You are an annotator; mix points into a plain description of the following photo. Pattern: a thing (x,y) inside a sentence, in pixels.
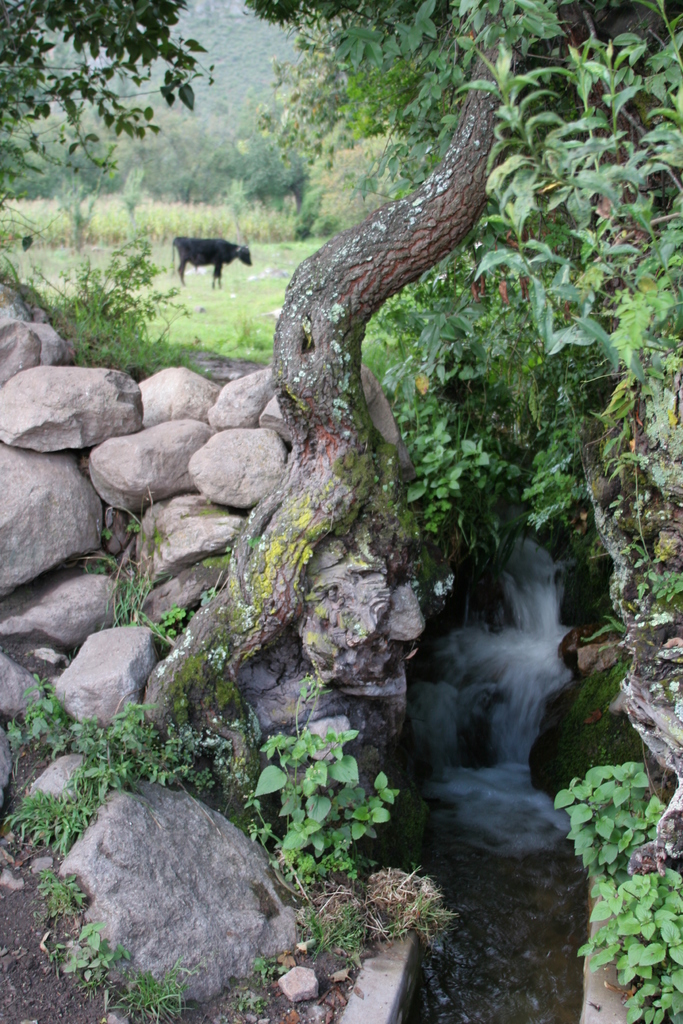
In this image, we can see a tree (333,454) and some plants (462,360). There is a small canal (533,843) in the bottom right of the image (600,1003). There is an animal (221,251) in the top left of the image (217,248). There are some rocks (5,401) on the left side of the image (131,417).
